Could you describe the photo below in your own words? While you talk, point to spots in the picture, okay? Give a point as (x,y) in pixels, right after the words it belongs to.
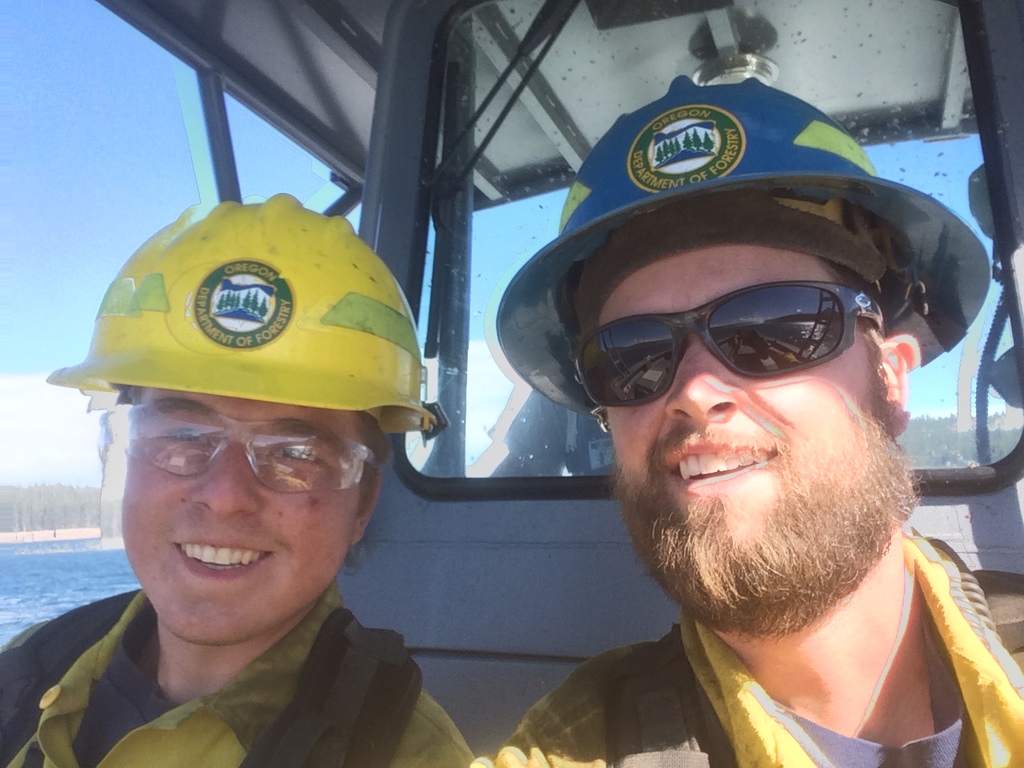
In the foreground of the picture (675,378) we can see people (714,381) in a vehicle (572,103), they are wearing helmets (304,296) and spectacles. On the left (105,591) we can see a water body (53,566). In the middle of the picture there are trees (939,422). At the top (124,120) there is sky (46,202).
